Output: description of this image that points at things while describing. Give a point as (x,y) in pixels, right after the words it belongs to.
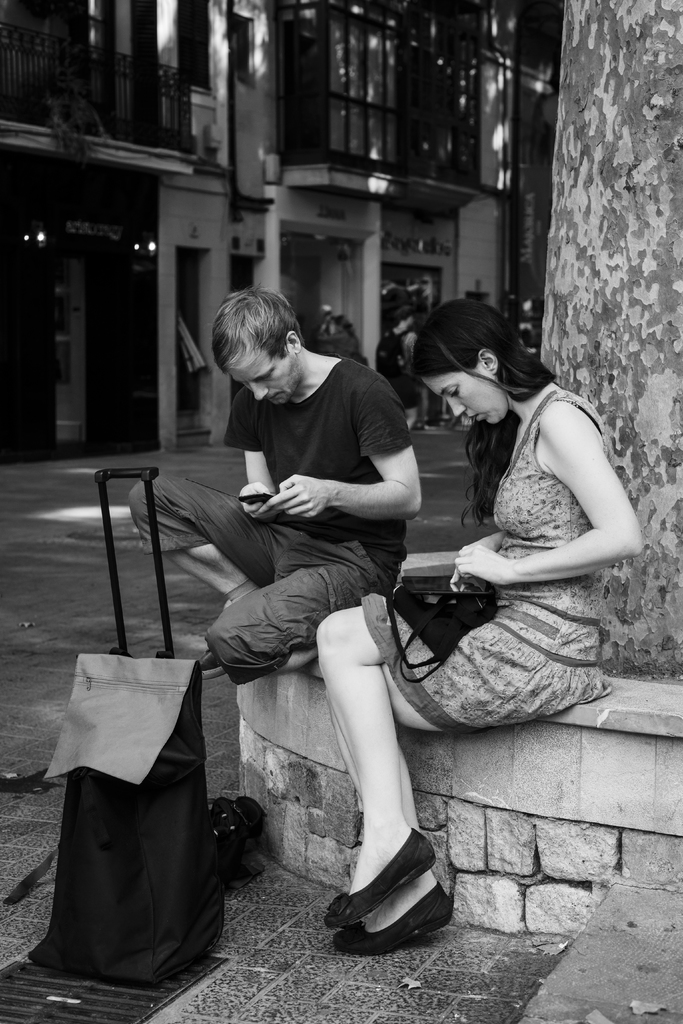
In the picture we can see a man (174,523) and a woman (524,652) sitting near the tree (575,360) and man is holding a mobile phone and a woman (569,582) is using a tablet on the handbag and near them, we can see a luggage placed on the floor (13,485) and behind them we can see some buildings (139,421) with glasses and doors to it.
